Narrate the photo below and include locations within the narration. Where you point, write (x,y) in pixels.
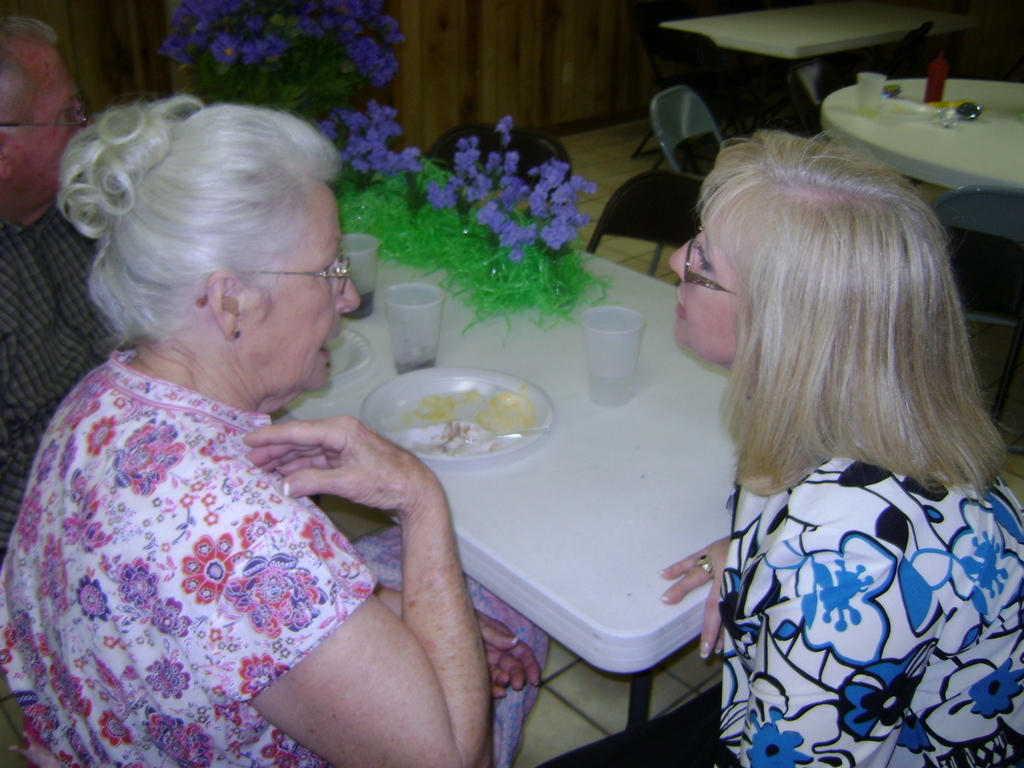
Three people (13,358) are sitting on the chairs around a dining table (621,471) there are glasses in front of them.
